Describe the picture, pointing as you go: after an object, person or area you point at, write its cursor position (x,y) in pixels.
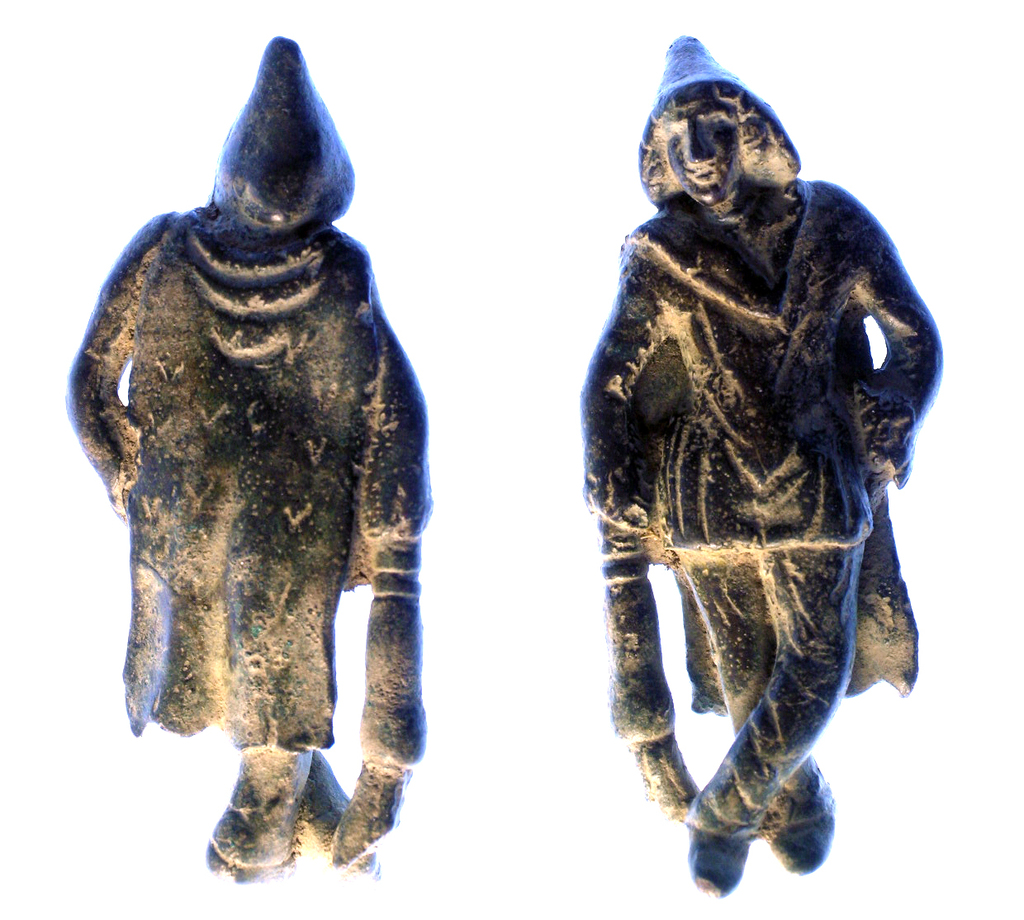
In the image there are two sculptures (646,595), it looks like the first sculpture (294,396) is the background picture (246,394) of the second sculpture (731,304).
